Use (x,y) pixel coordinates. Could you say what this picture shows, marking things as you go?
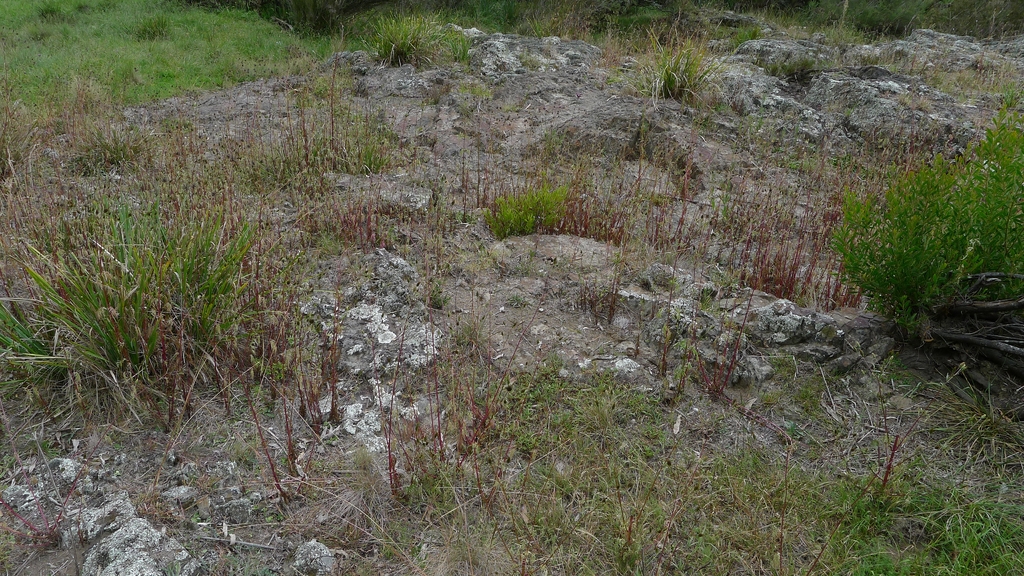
In this image I can see many grasses (188,411) on the ground (596,357) and also we can see there are many rocks (904,78).
